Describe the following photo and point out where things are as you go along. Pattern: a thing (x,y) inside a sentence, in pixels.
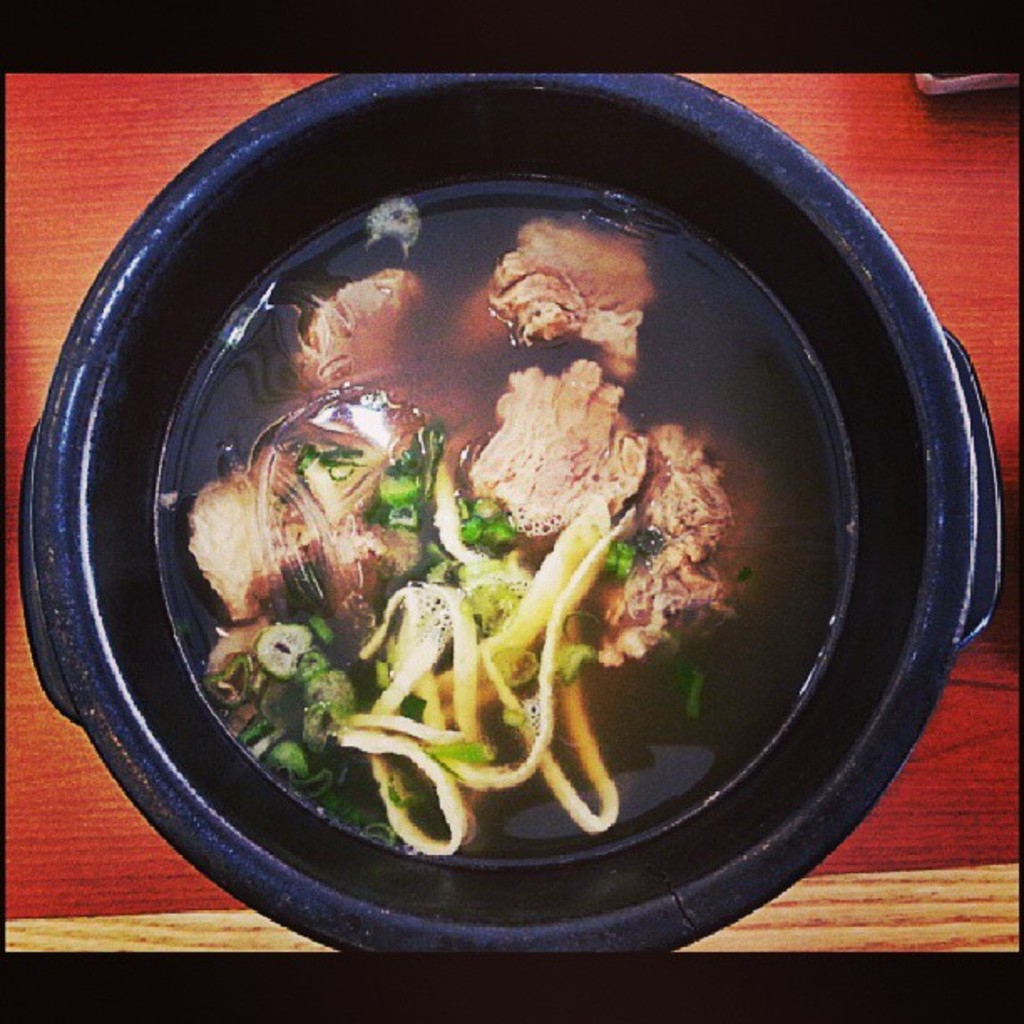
In this picture we can see a bowl (175,244) on the wooden surface (50,192) with food (414,572) in it.
